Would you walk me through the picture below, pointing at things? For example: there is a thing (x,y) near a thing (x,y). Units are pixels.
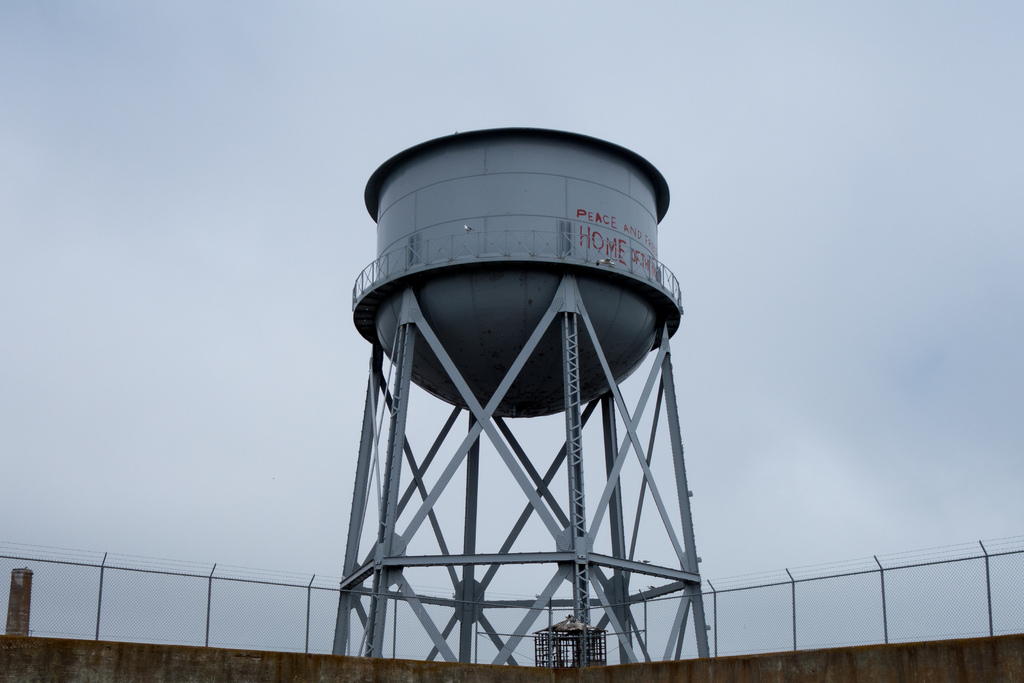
In this image we can see an overhead tank (479,376), grills (433,517), fence (88,577), wall (355,667) and sky (598,476) in the background (234,250).
